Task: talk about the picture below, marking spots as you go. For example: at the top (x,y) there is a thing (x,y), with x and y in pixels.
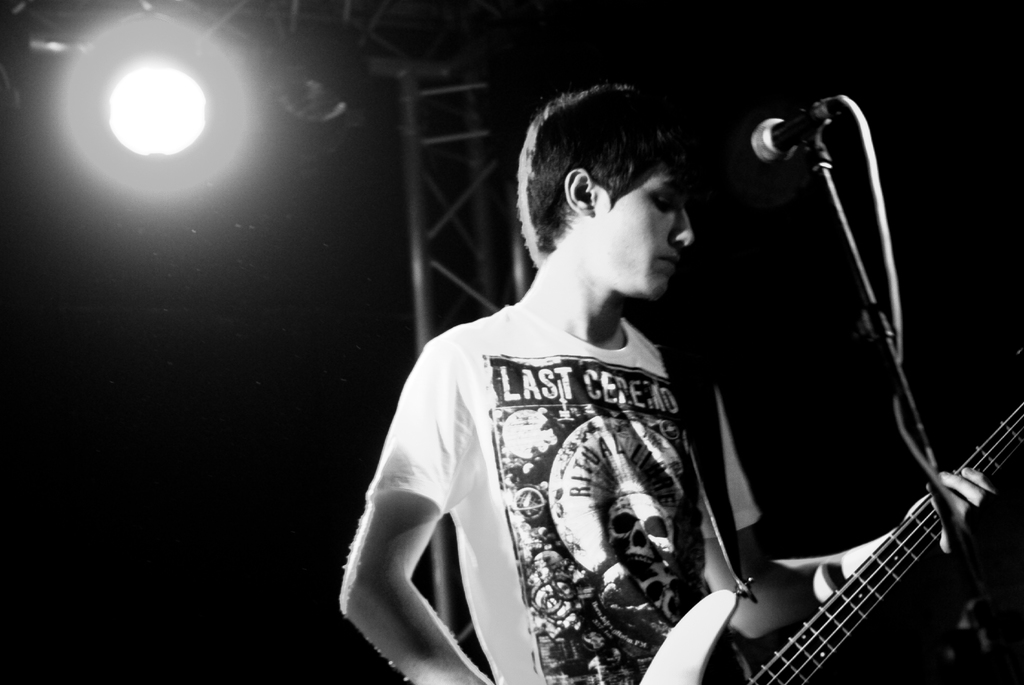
This is a black and white image. There is a person (616,457) in this image. There is mic (808,117) in front of him. He is holding a guitar (833,600). There is a light (107,110) on the top left corner (114,96).
